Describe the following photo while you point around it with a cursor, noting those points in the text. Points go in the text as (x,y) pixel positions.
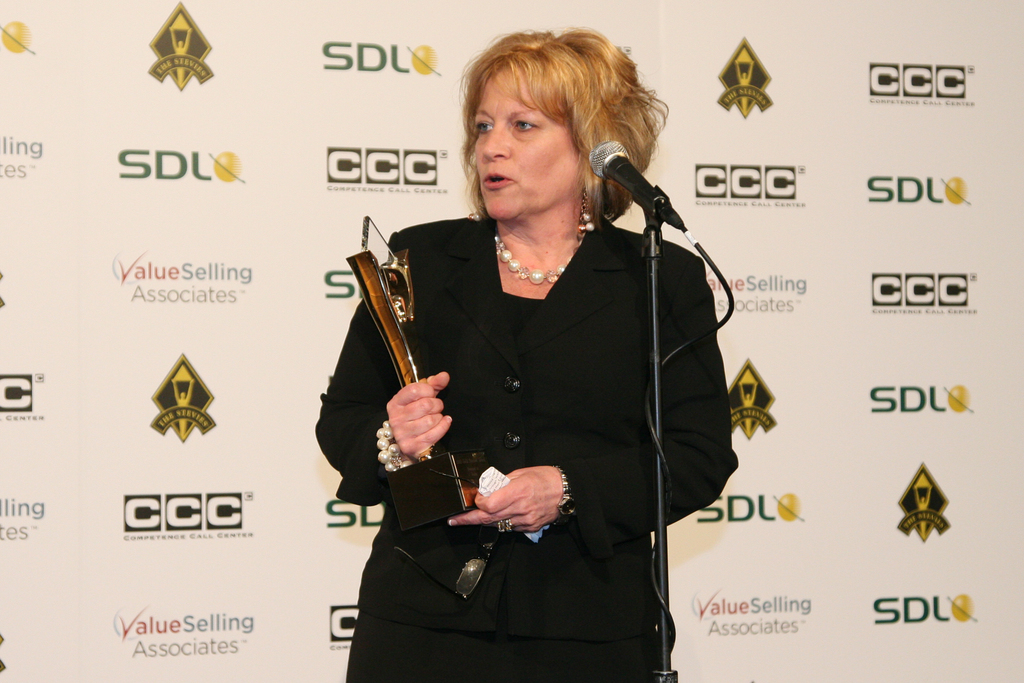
In the image there is a woman (492,512) in black dress (505,356) holding award (453,499) talking on mic (619,161) and behind her there is a banner (238,357).
